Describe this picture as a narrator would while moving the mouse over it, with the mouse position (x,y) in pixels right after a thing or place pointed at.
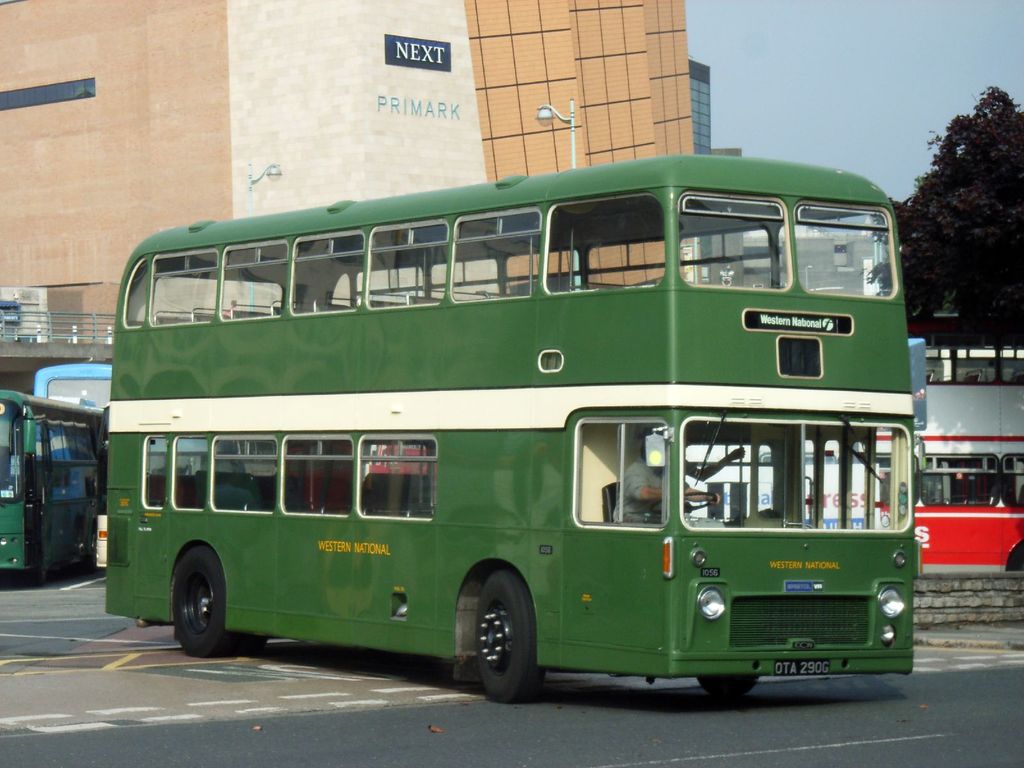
It is a green color bus (567,575) moving on the road (651,714), behind this there is a building (588,120), on the right side (992,159) there are trees (943,214).
